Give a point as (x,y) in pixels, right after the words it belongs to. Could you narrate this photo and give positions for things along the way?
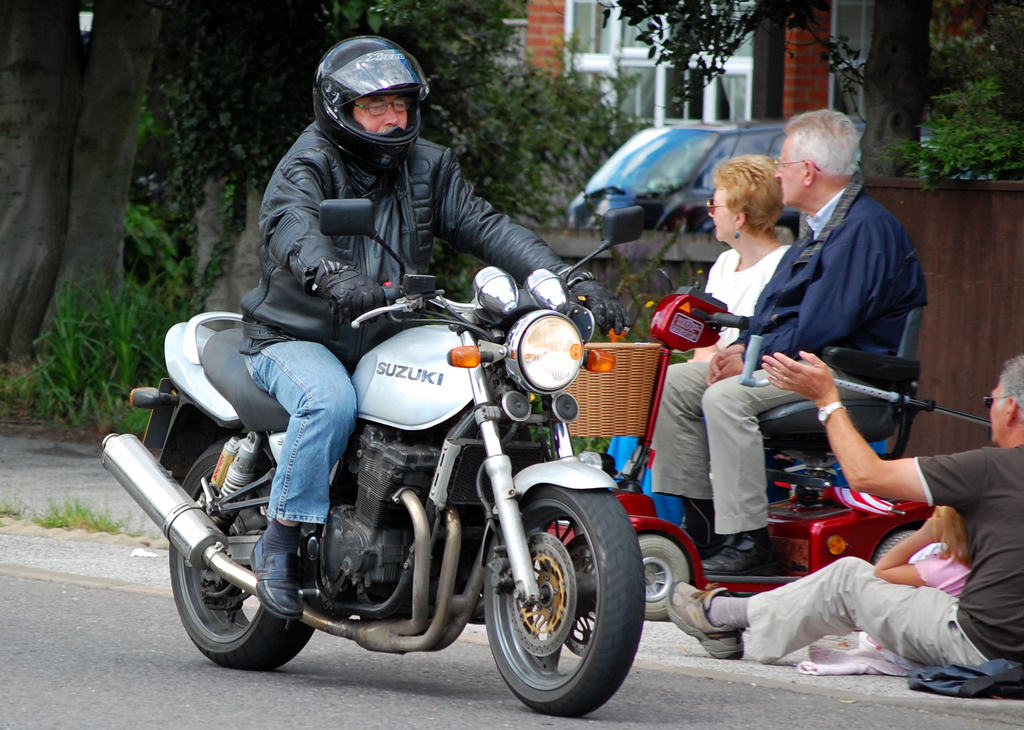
This is an outside view. Here I can see a man (298,272) wearing a jacket (313,150), helmet (321,85) on the head (373,123) and driving a motorcycle (428,618) on the road (357,729) towards the right side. Beside the road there are few people (904,479) sitting and looking at the left side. Two people (950,561) are sitting on the ground (819,689) and two people (787,292) sitting on a vehicle (778,538). In the background (734,93) there are few trees (492,67), building (748,78) and also I can see a vehicle (662,143).
